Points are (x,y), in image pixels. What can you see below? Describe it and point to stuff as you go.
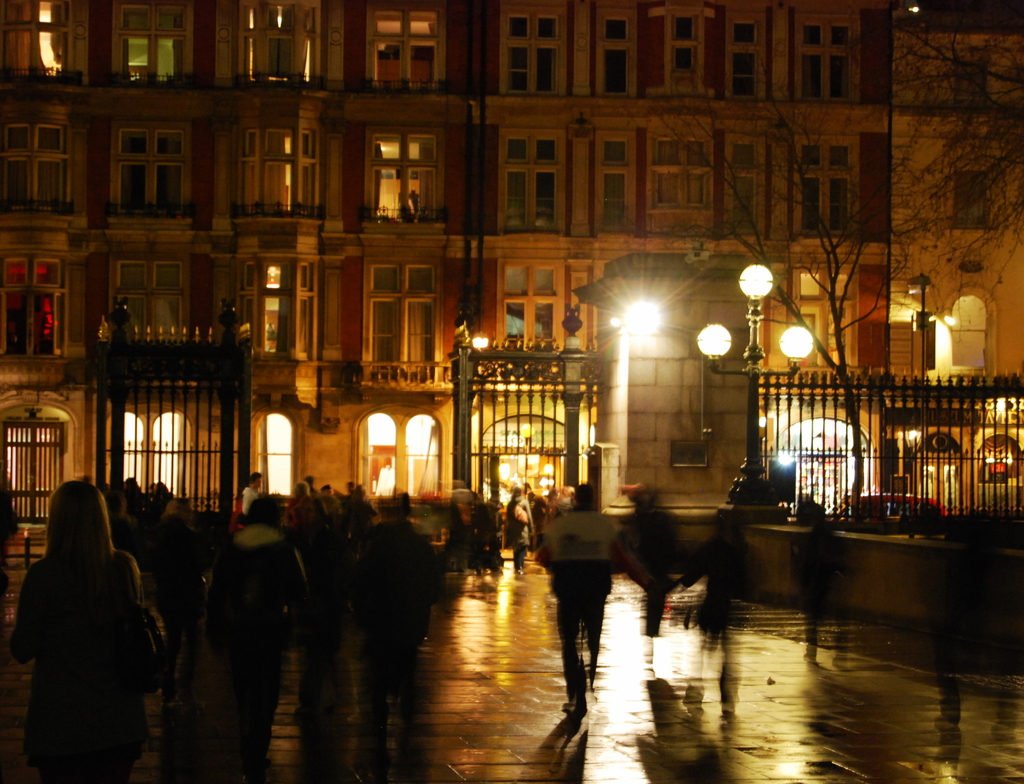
This picture is clicked outside. In the foreground (643,518) we can see the group of people (367,563) and we can see the lights (768,280), metal rods (903,459), building (284,325), windows (177,191) of the building (283,397) and many other objects (820,485) and we can see the dry stems (836,257).
